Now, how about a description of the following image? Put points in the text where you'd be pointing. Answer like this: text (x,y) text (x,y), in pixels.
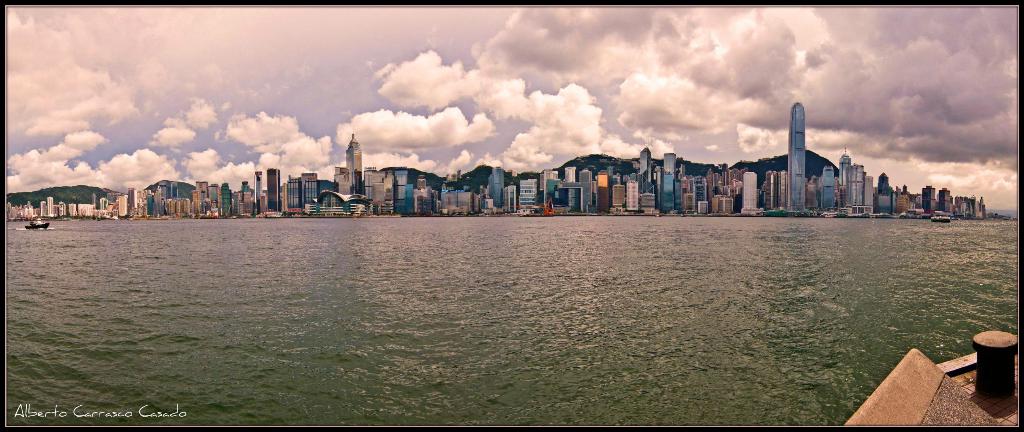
In this picture we can see boats (31,226) on the water (555,281), buildings (344,197) and hills (827,167). In the background of the image (514,121) we can see the sky (552,70). In the bottom left side of the image (151,411) we can see text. In the bottom right side of the image (918,384) we can see an object (991,349).
